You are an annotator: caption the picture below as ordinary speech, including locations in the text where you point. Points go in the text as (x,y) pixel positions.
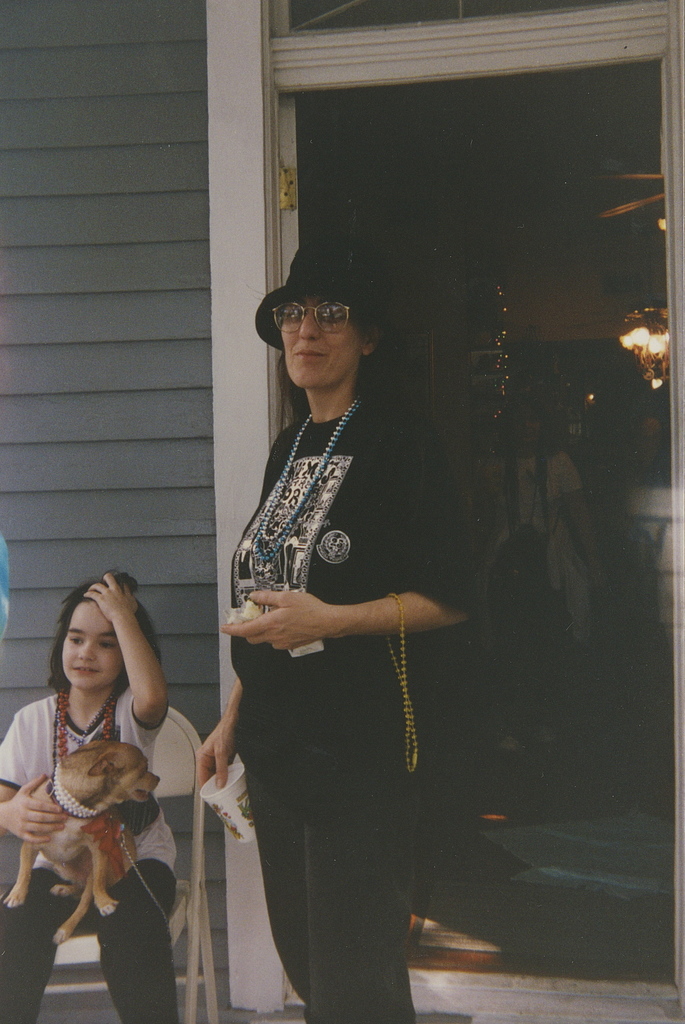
This picture shows a woman (306,617) standing and a girl (14,798) seated on the chair (187,755) and holding a dog (84,839) with the hand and we see a house (473,294).
